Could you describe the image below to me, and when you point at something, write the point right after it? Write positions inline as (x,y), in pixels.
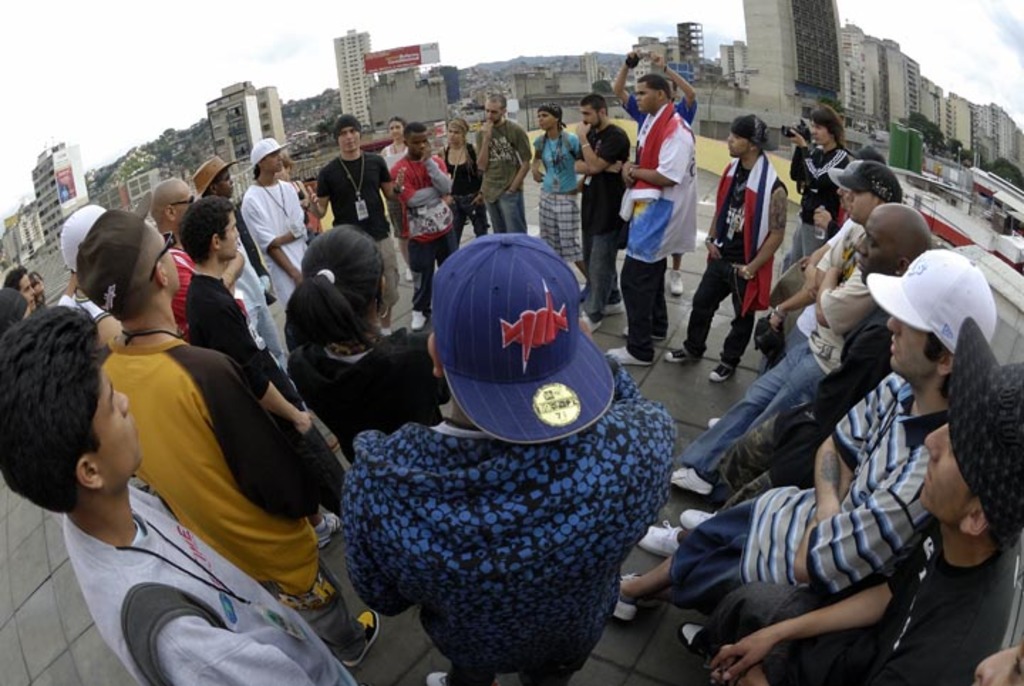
In this image we can see some people (545,429) standing and there are two persons (793,245) holding cameras (644,51). We can see some buildings (778,41) and trees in the background (791,92) and at the top (295,39) we can see the sky (12,37).
